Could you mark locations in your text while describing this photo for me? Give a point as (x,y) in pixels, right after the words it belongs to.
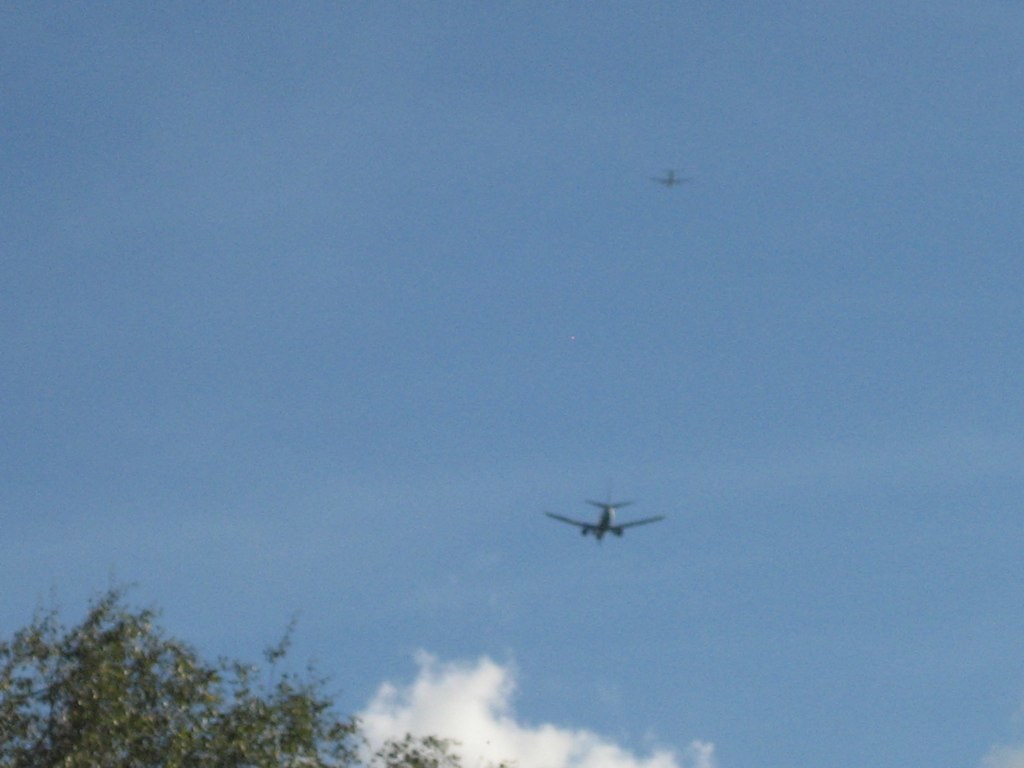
In this picture we can see the aeroplanes (600,504) are flying in the sky (504,316). At the bottom of the image (194,749) we can see a tree (280,697) and clouds (482,704) are present in the sky (516,681).
